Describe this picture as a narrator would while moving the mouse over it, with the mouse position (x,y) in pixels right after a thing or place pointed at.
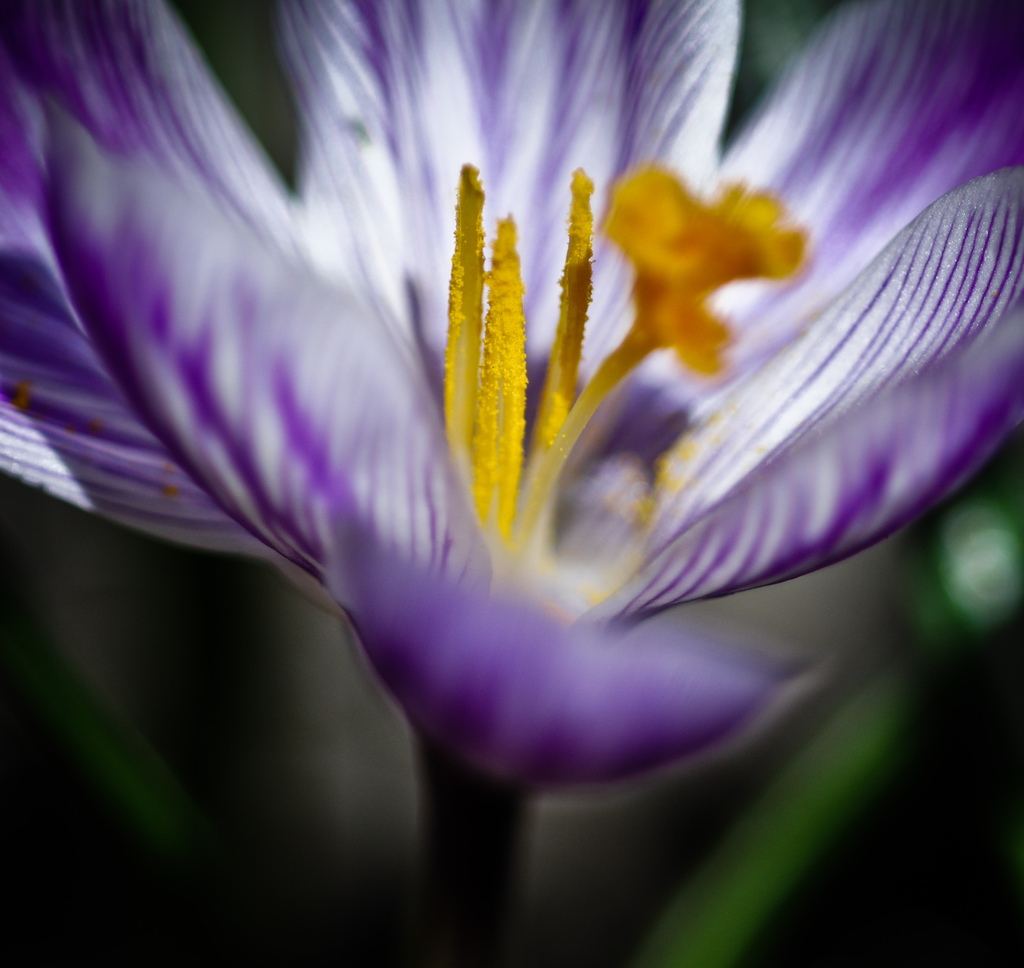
In the picture we can see a flower (805,357) with violet color lines (33,370) and white colored lines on the petals (863,162) and in the middle of the flower (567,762) we can see a stamen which yellow in color.
